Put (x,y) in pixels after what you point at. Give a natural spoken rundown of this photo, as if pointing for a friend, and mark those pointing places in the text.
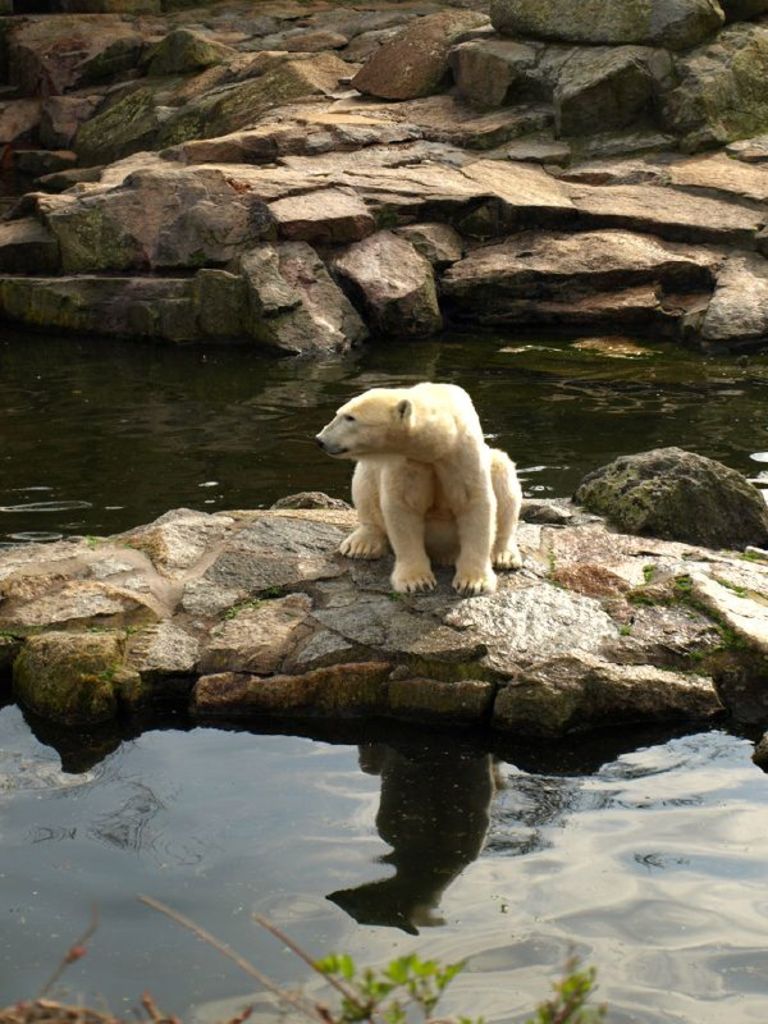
As we can see in the image there is water (463,791), rocks (449,653) and white color animal (412,517).
